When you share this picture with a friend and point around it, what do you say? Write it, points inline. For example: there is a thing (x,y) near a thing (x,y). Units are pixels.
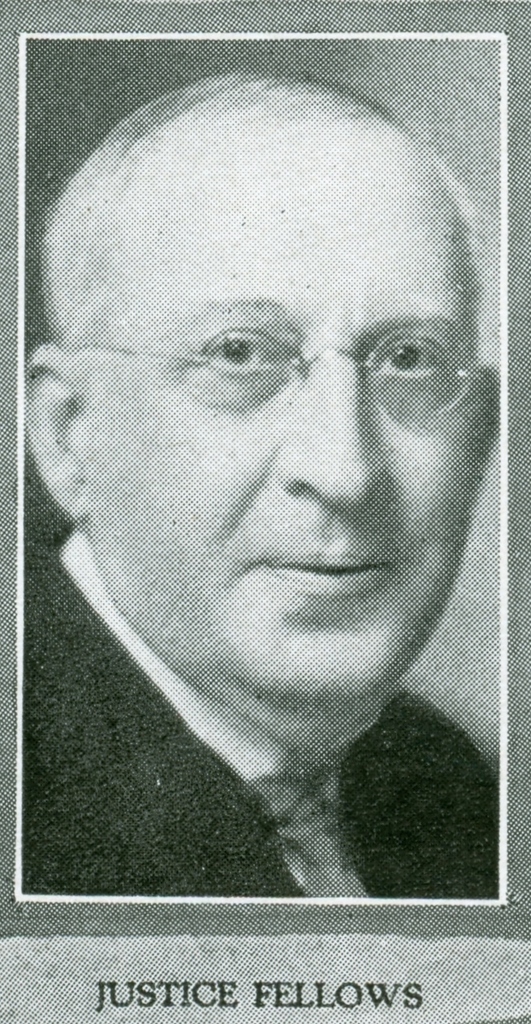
In this image we can see picture of a man (318,617) and at the bottom (286,1007) there is a text (266,988) on the image.
